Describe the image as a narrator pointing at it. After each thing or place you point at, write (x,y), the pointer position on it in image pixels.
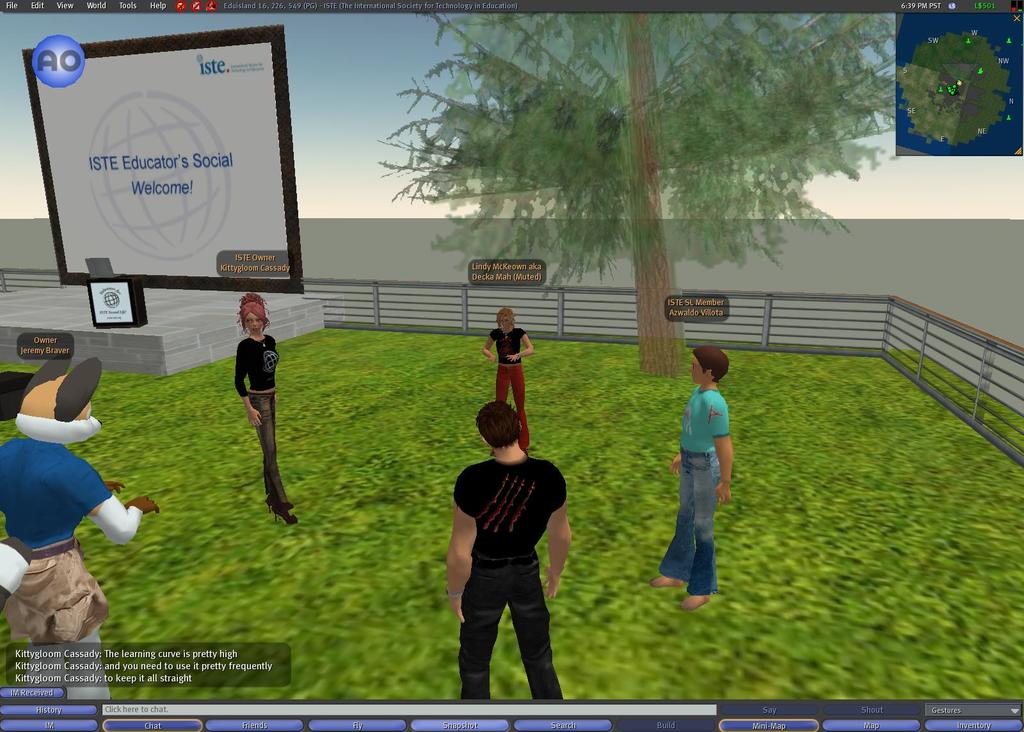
Here we can see a graphical image, In this picture we can see cartoons (531,551) of persons (514,558), grass (745,440), a tree (743,201), a screen (253,217) and the sky (350,152), we can see some text (94,8) at the top (86,3) and bottom, we can see a map (950,76) at the right top of the picture (914,136).
